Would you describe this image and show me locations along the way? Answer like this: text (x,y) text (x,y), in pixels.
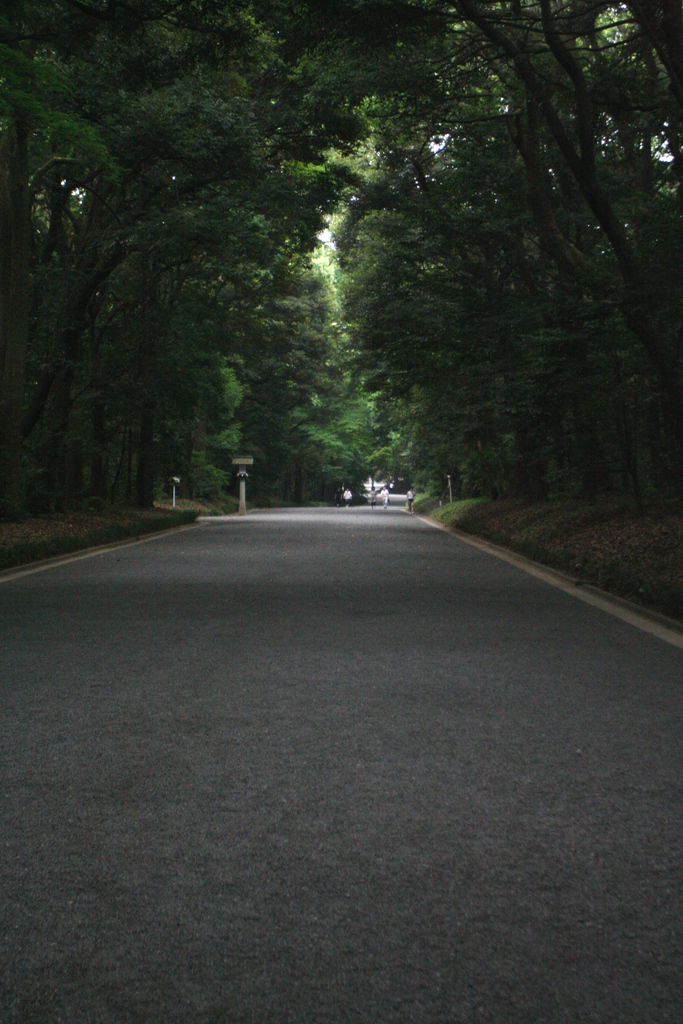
This image is clicked on the road (274,766). On the either sides of the road (172,568) there are trees (139,274), poles (171,486) and grass (101,523) on the ground (81,533).
